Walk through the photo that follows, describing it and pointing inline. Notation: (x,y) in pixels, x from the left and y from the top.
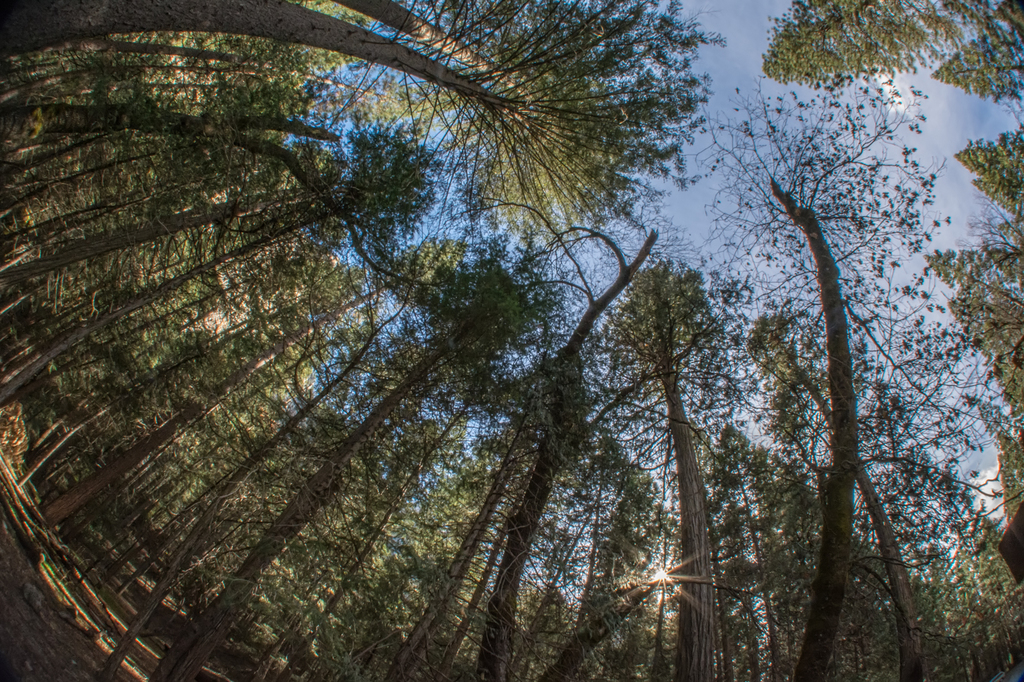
In the picture I can see the trees (944,268). There are clouds (893,158) in the sky (900,176).
